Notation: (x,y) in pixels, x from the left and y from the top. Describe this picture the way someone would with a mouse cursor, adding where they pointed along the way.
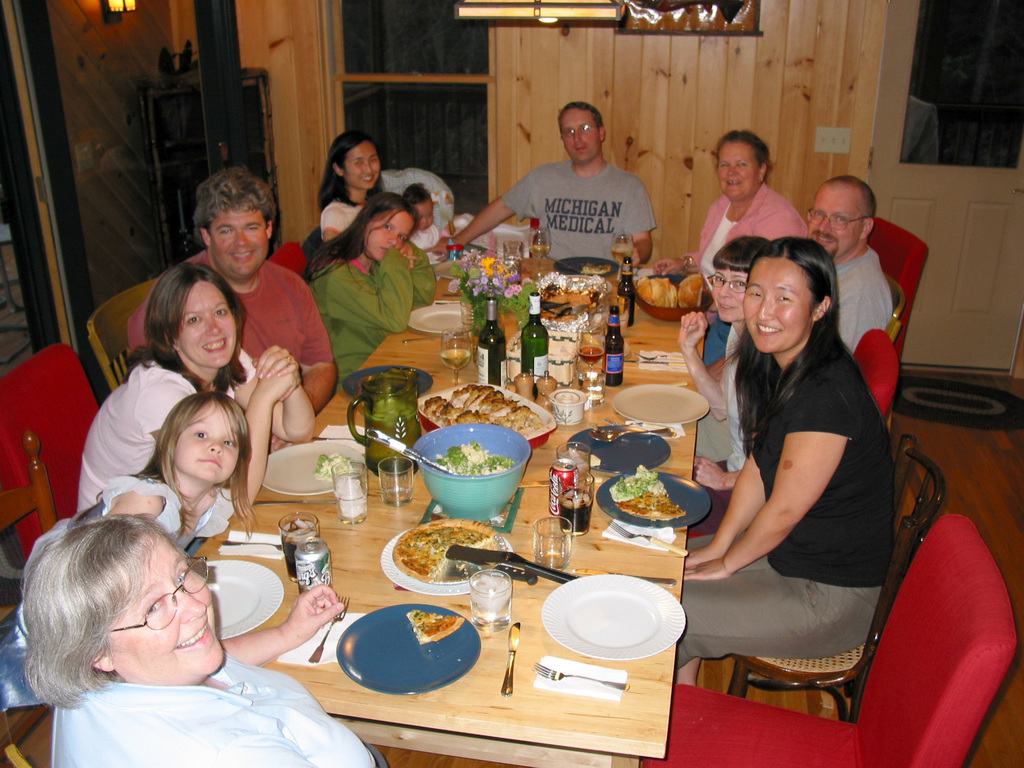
This picture is clicked inside a room (915,420). There are few people (562,184) sitting on chairs (882,664) at the table (543,649) and most of them are smiling. On the table (415,595) there are glasses (474,606), plates (562,614), bowls (487,508), spoons (448,548), knives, drink cans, wine bottles (481,357), tissues (558,662) and a flower vase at the center (533,330). At the above left corner there is a lamp (133,5) on the wall (135,43). Just below to it there is a wooden cupboard (187,128). In the background (304,18) there is wall (311,36) and door (949,190).
